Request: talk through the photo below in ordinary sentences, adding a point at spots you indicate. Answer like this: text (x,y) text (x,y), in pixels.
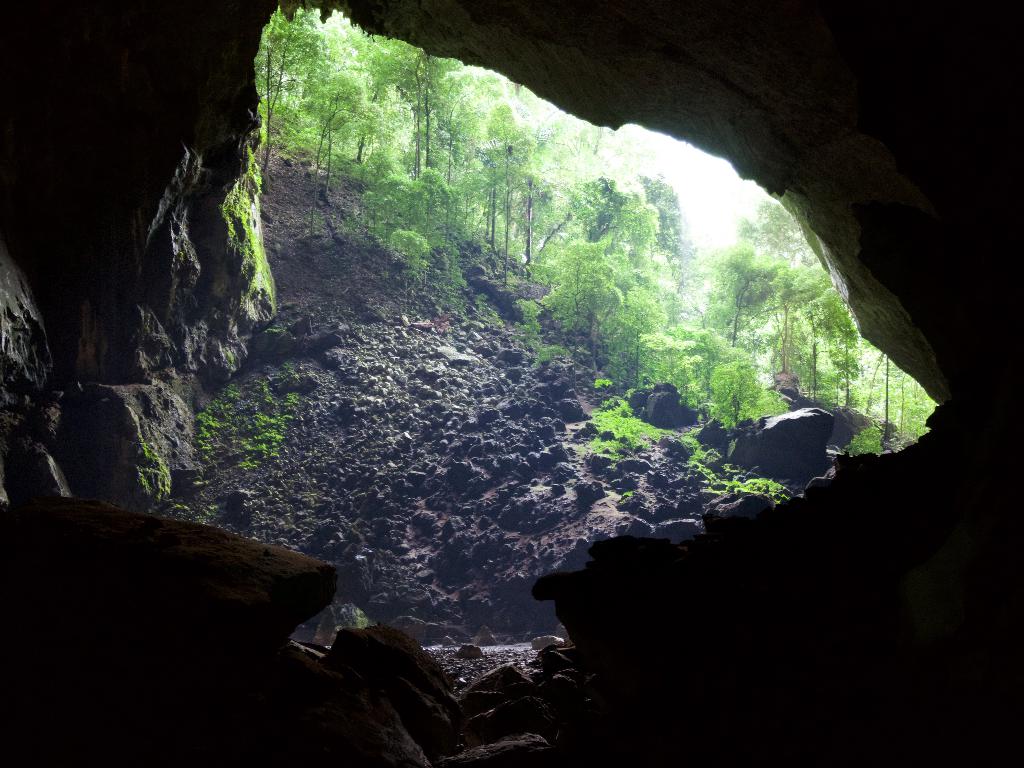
In the picture we can see from rock cave (407,663), outside we can see some rocks (449,544) with path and plants (406,247) and trees (637,258).
